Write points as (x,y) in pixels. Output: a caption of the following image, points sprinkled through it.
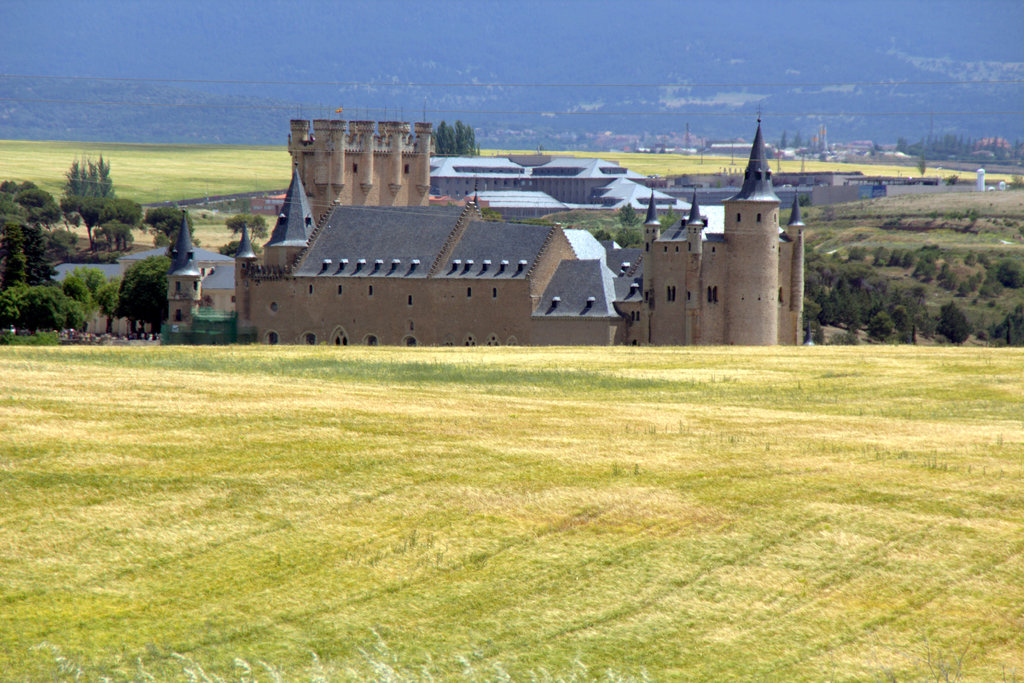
In the center of the image (536,286) we can see castle (743,218). In the background (858,285) there are buildings (502,170) and trees (60,220). At the bottom (411,545) there is grass (590,585).
